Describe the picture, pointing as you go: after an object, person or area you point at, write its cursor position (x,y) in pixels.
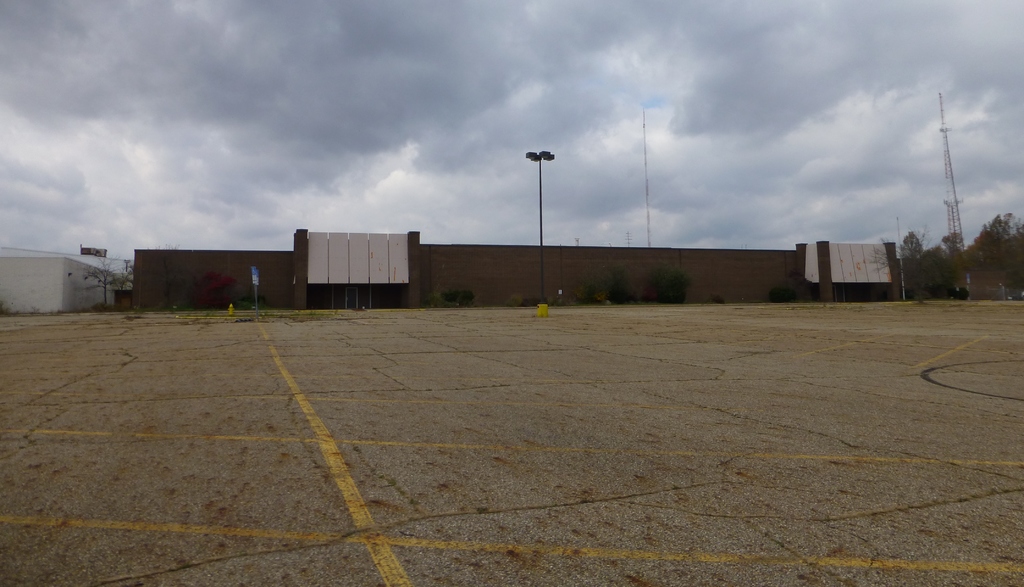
In this picture we can observe a brown color building (375,287). We can observe a pole (541,175) and a tower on the right side (943,136). There is a cement floor (340,434) in front of this building (766,265). On the right side (961,263) there are trees (944,248). In the background (233,152) we can observe a sky (219,109) with some clouds (343,81).
